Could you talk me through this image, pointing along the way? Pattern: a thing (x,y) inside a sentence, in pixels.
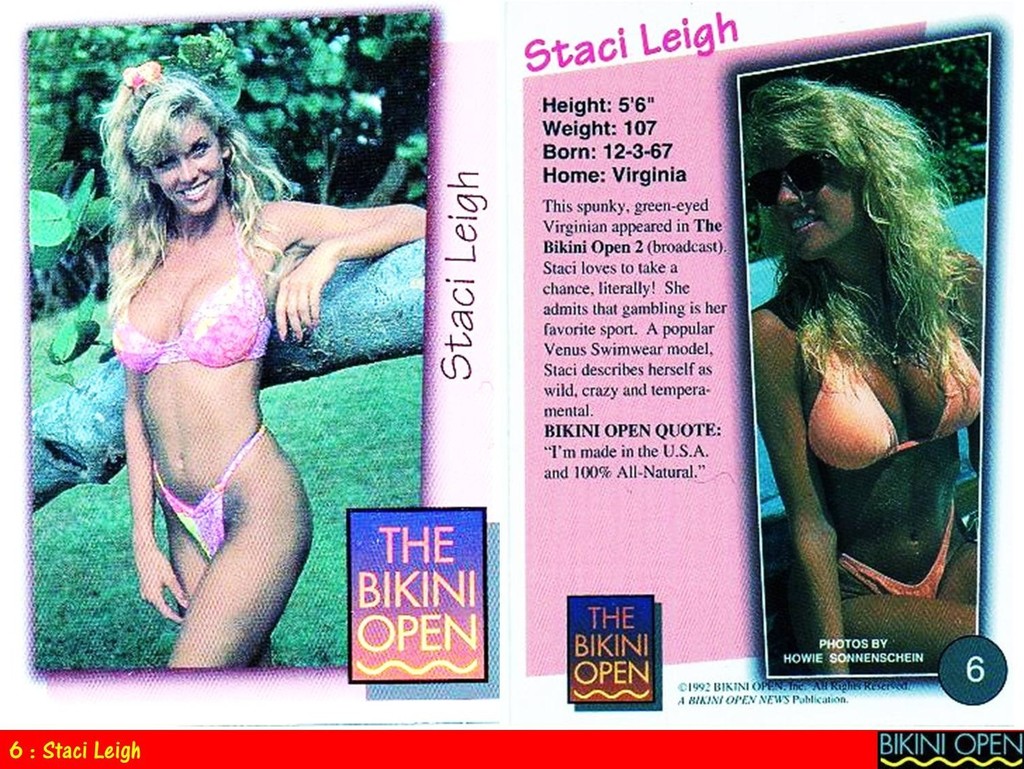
This is a picture of a poster (530,211), where there are two images (835,359), words (559,297), numbers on it.
